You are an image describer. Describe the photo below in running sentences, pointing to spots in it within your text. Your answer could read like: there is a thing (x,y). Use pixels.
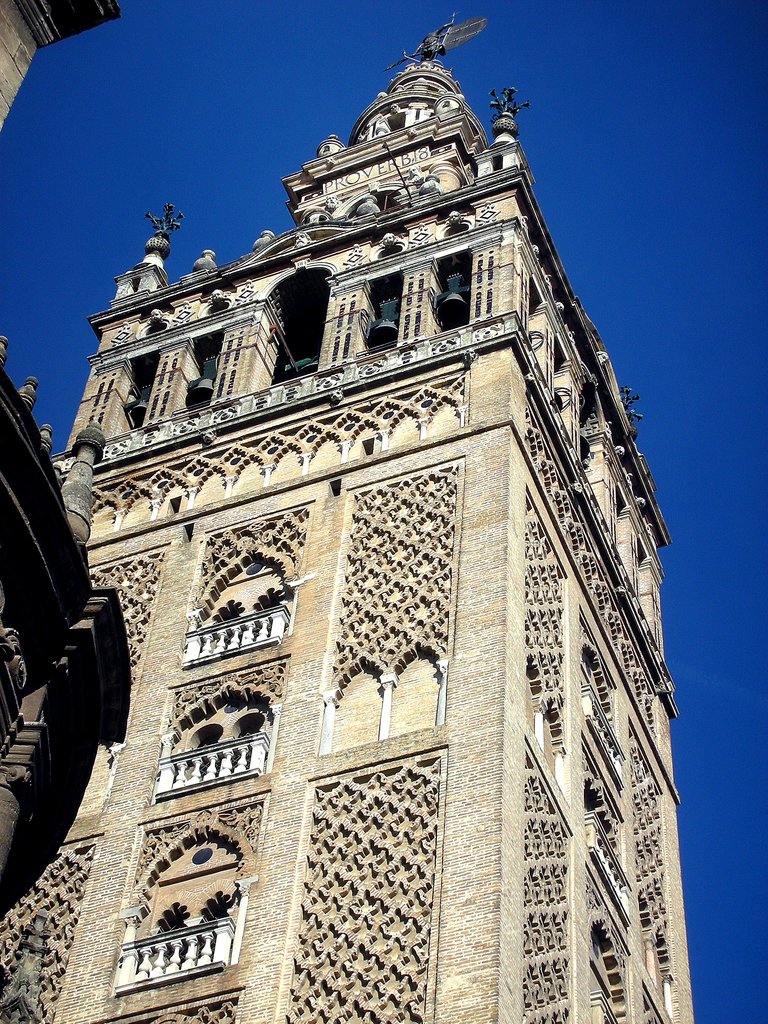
In this image we can see the buildings (427,715), at the top of the building (417,78) we can see a statue (459,35), there are some windows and grille (207,780), also we can see the sky (190,188).
